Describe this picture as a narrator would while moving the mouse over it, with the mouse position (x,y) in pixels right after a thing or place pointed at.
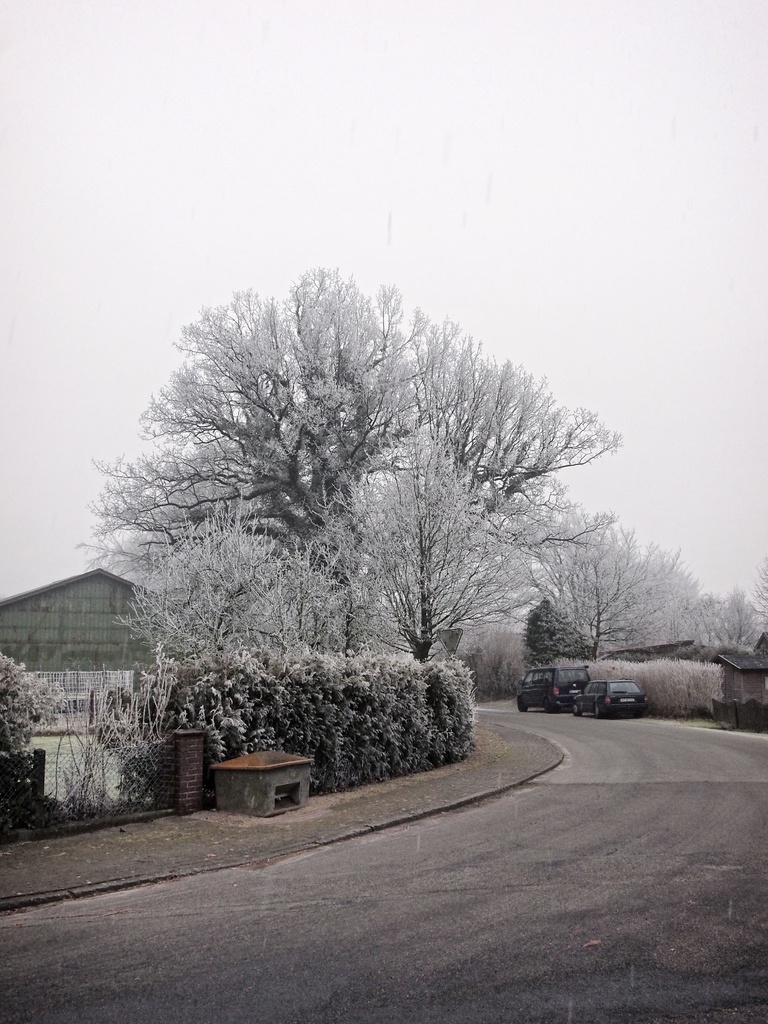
In this image we can see the road (344,956), fence (34,811), plants (434,693), vehicles (554,699) parked here, trees (508,606), wooden houses (25,611) and the plain sky (568,173) in the background (588,276).
